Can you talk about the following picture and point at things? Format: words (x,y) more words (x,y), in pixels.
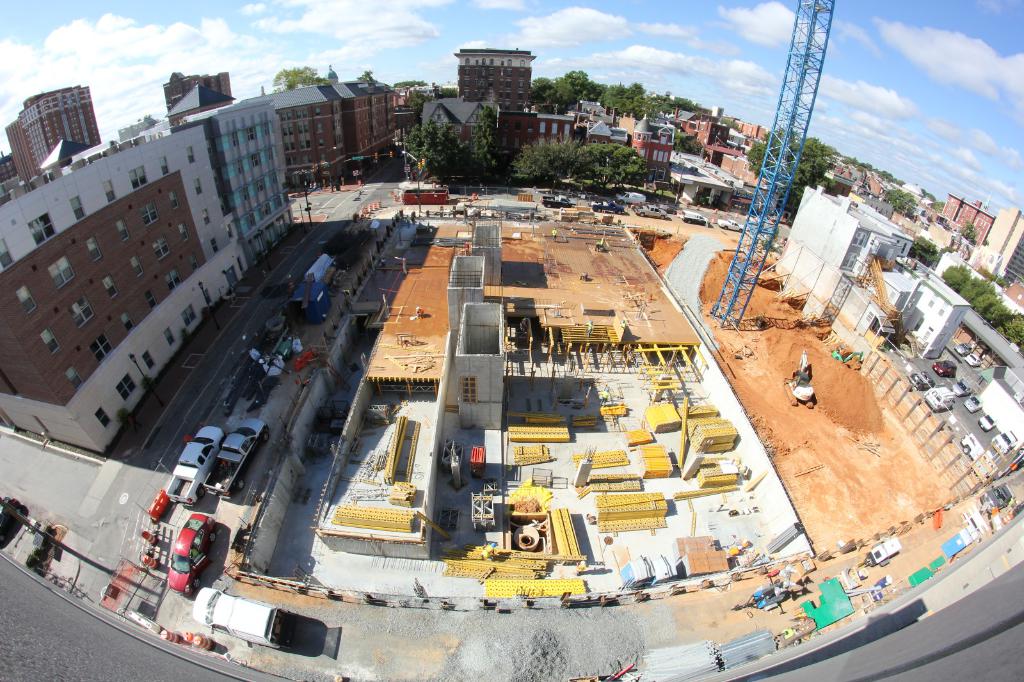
In this image I can see few buildings (309,176), windows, trees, poles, trees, mud (865,394) and few vehicles (200,454) on the road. I can see the construction site (768,539) and few objects (808,618) on the road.
